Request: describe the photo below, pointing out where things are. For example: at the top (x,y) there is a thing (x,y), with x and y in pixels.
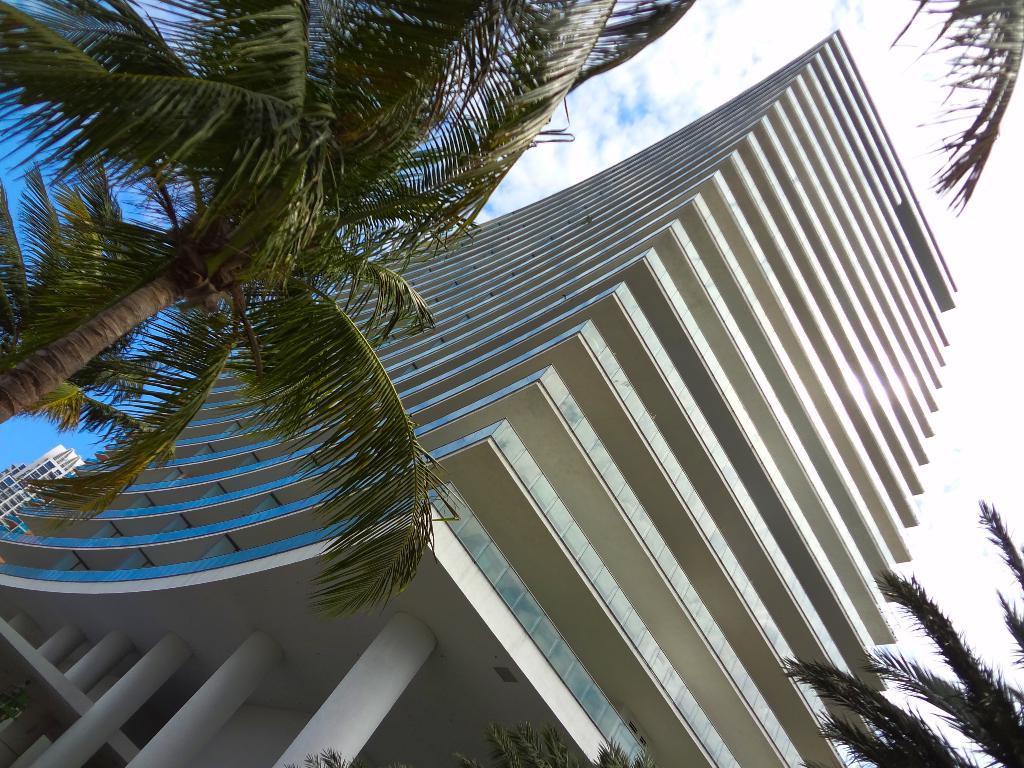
In the image there is a building (683,368) in the middle (618,382) with trees (901,666) on either side of it and above its sky (654,78) with clouds (880,33).
